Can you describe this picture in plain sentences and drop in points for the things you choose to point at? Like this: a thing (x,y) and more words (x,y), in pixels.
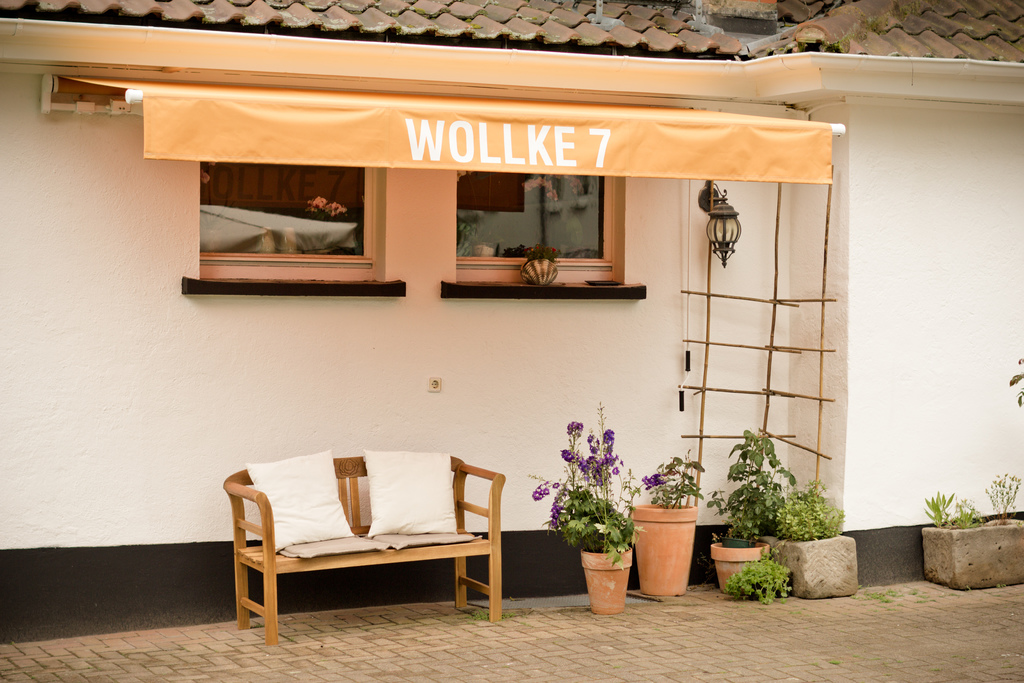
This is an outside view. Here I can see a bench (276,552) on which two pillows (320,503) are placed. Beside that there are some plants (738,521). In the background (168,440) there is a wall (216,368) and two windows (476,184). On the top of the image (562,35) I can see the roof (359,24).
